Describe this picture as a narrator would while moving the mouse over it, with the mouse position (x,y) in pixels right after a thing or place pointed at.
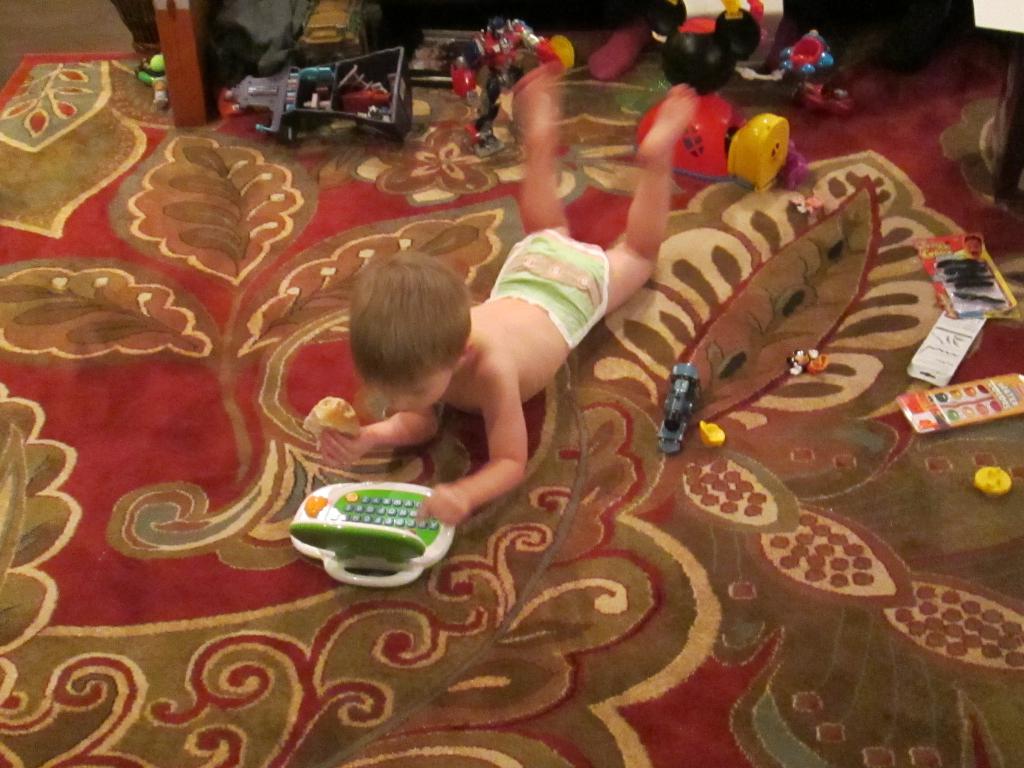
In the picture we can see a kid (479,373) lying down and there are some toys (420,536) around him.
